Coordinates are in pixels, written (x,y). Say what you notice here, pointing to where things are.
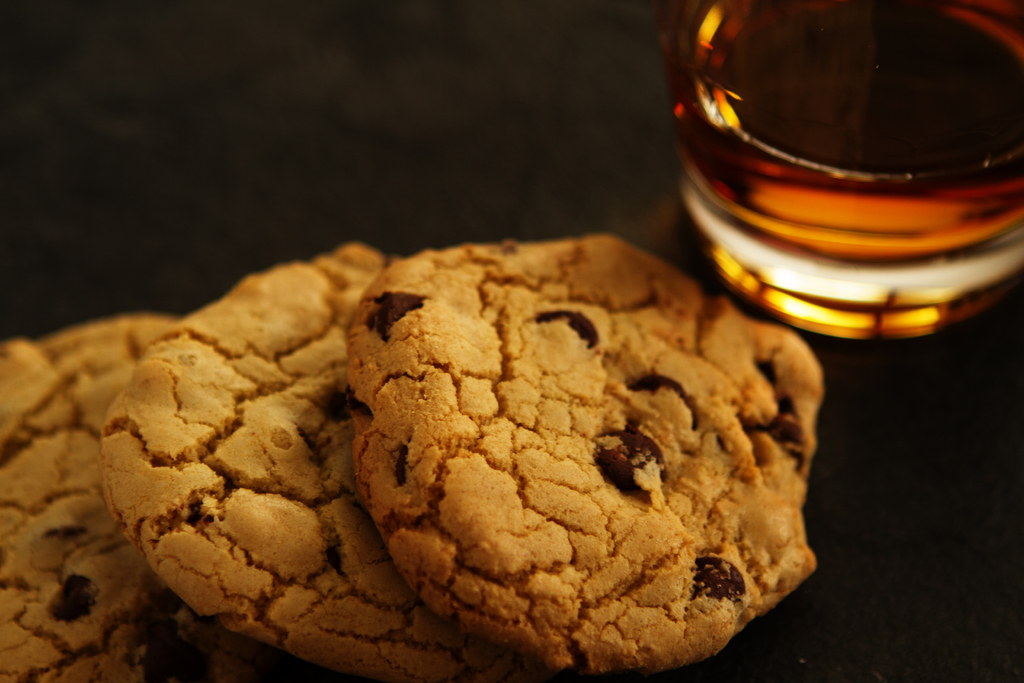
In this image I can see cookies (515,392) and a glass object (784,203). These objects (748,185) are on a black surface (326,243).
